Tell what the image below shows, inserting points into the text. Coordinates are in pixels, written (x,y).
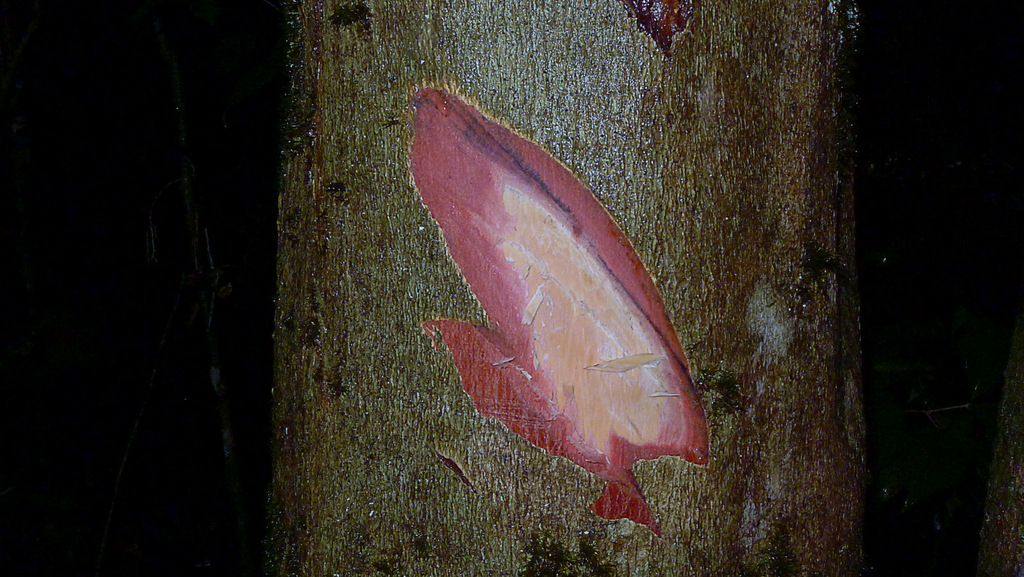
In the image we can see a stem (770,39).
